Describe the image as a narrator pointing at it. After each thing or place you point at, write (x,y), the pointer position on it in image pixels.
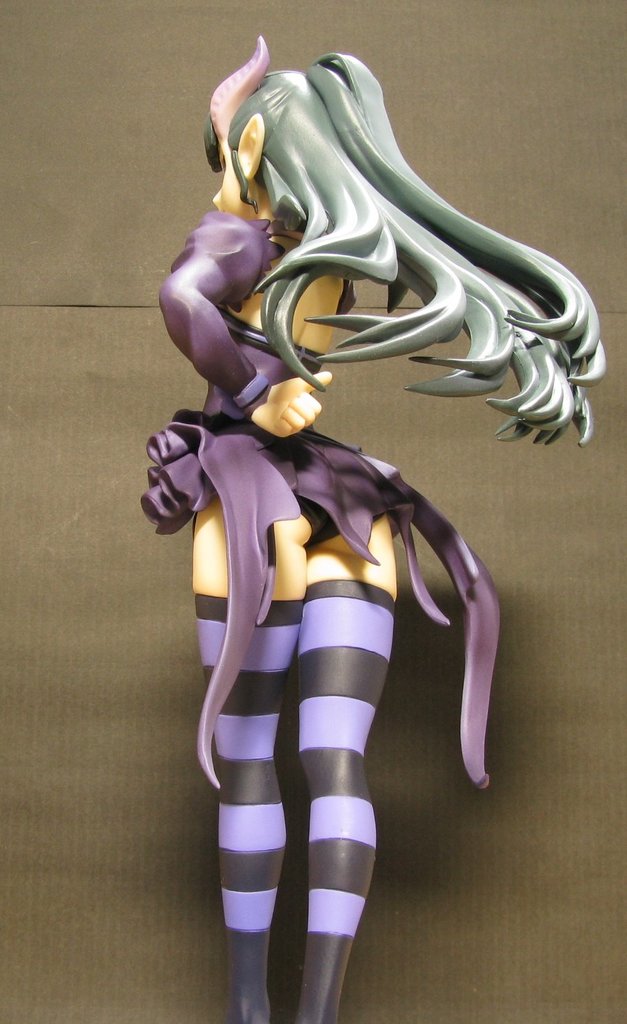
In this picture we can see an animated woman (306,639).
